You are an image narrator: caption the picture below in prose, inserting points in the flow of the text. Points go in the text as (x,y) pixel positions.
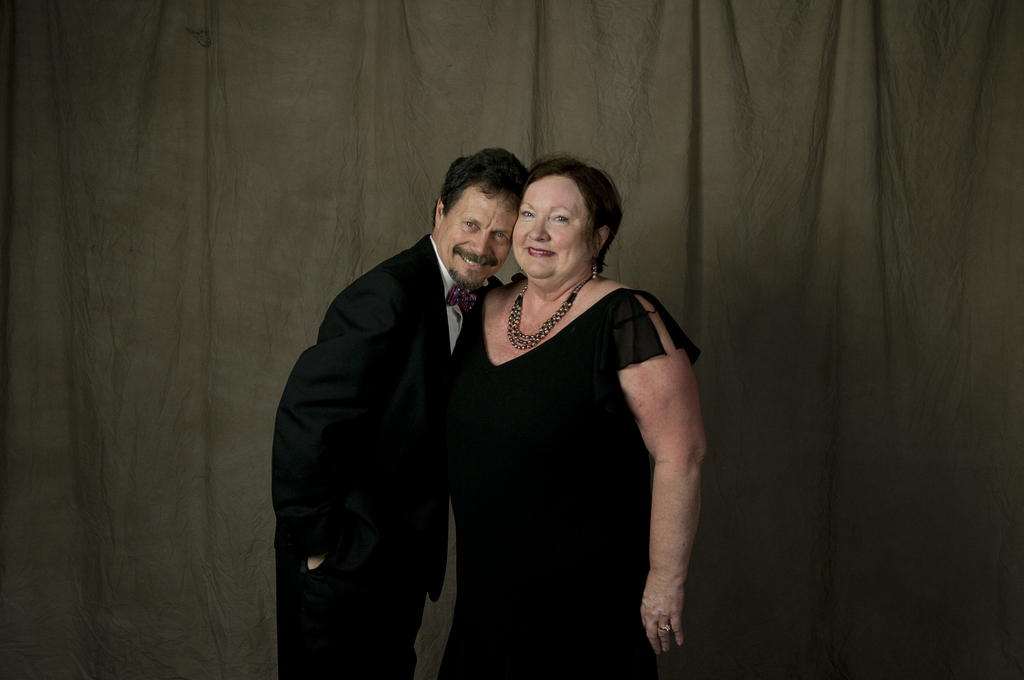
In this picture we can see the old couple (564,413) standing in the front (416,435) wearing a black suit (397,364) and dress (516,380), smiling and giving a pose to the camera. Behind there is a grey curtain (192,135).
